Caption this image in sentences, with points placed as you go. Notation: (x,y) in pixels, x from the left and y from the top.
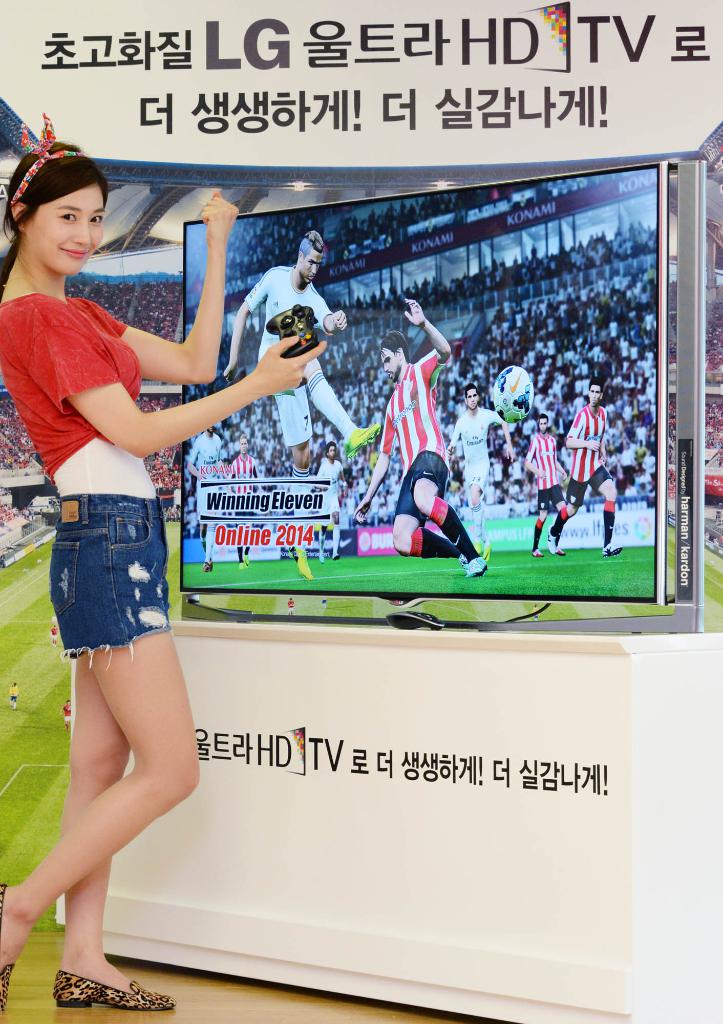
In this image in the front (163,442) there is a woman (145,466) standing and holding an object (306,322) which is black in colour and smiling. In the center (323,483) there is a board (424,487) with some text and images (371,575) on it. In the background (39,755) there is grass (38,692) on the ground (31,650) and there are persons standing on the ground (44,658) and there is a crowd (711,439) which is visible.
